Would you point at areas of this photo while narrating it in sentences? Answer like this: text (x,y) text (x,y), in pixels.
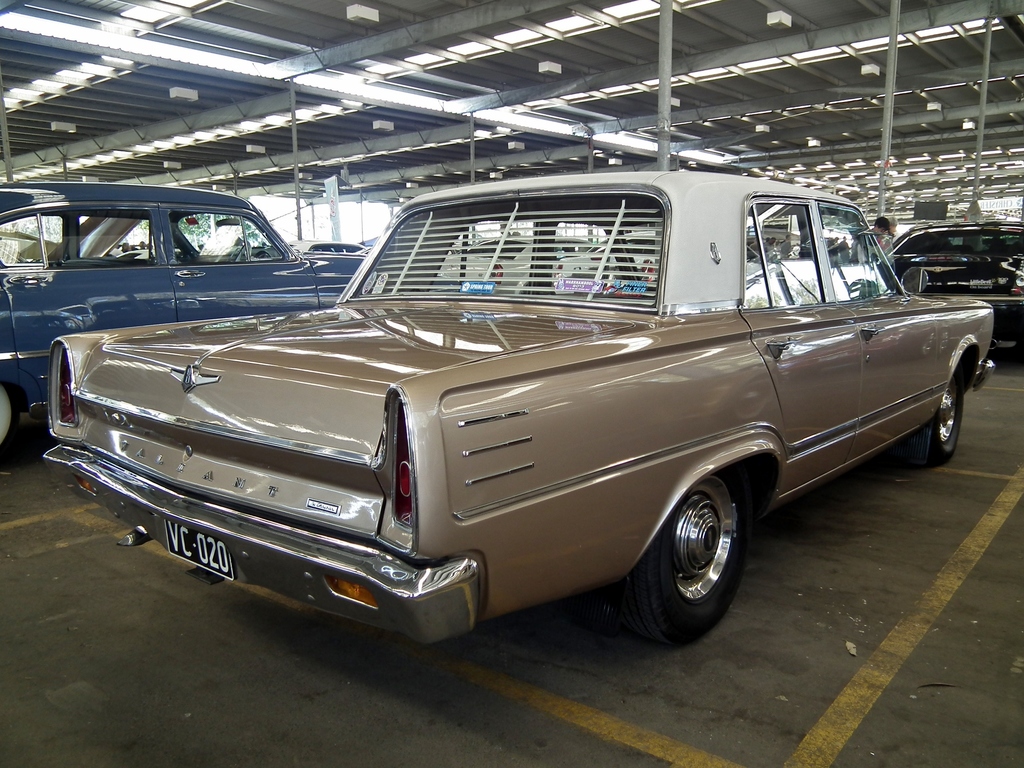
In this image I can see few vehicles (684,424). In front (779,454) the vehicle (560,291) is in light brown color, background (837,185) I can see a person (879,219) standing, few poles (662,160) and few lights (564,28), and the roof (263,66) is in white color.
